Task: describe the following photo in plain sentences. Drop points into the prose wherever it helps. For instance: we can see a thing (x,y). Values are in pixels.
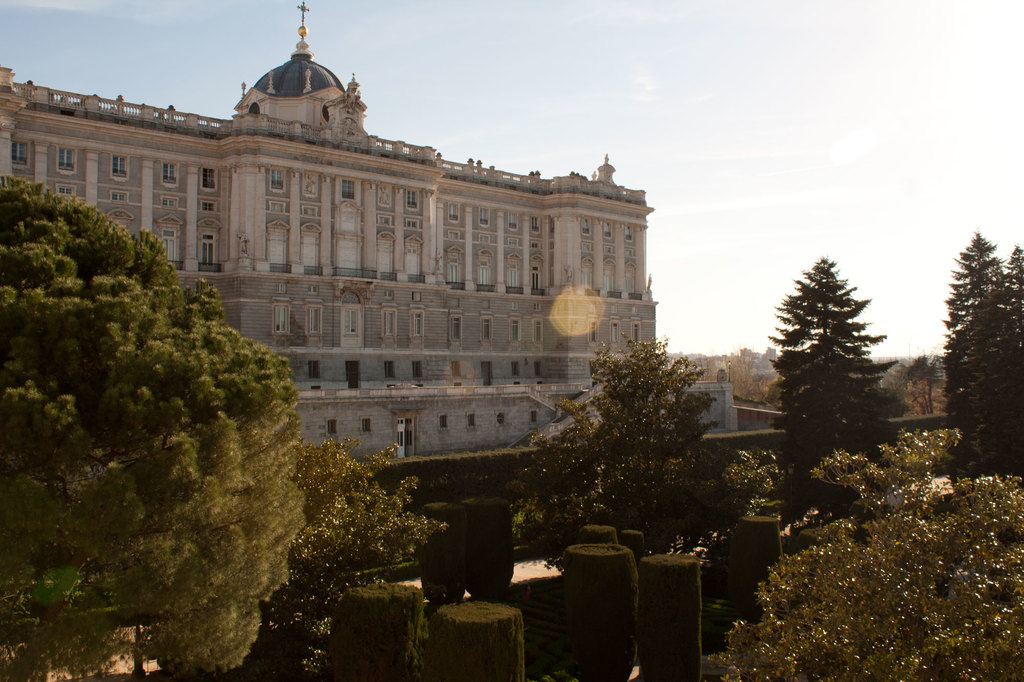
In this picture, we can see building (388,295) with windows (278,307), we can see trees (873,550), plants (515,672), ground (560,565) and the sky (894,328).
